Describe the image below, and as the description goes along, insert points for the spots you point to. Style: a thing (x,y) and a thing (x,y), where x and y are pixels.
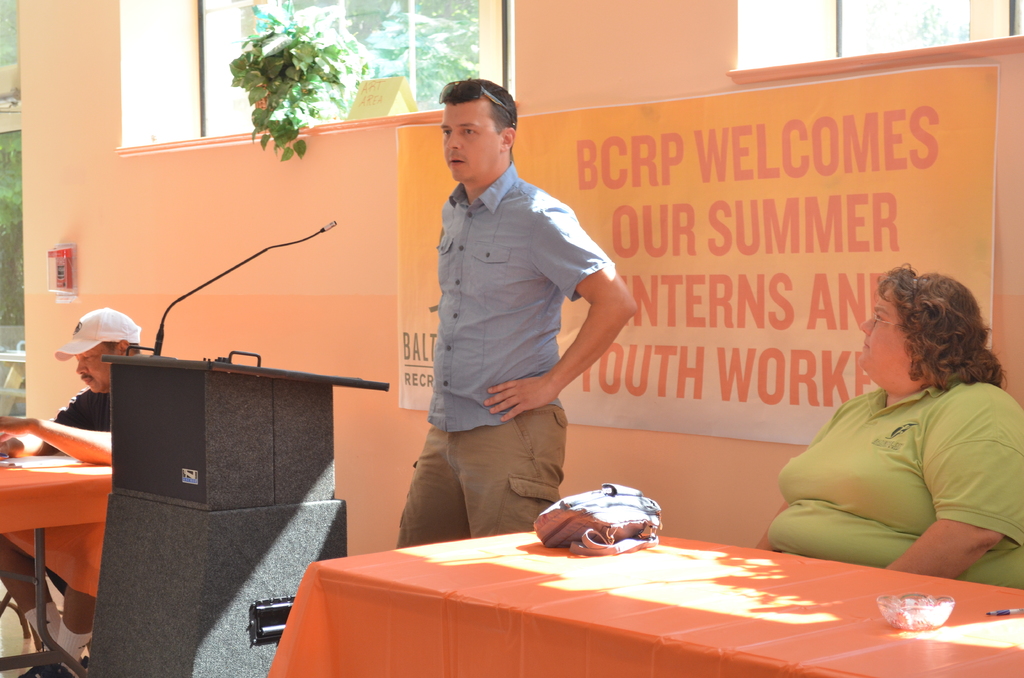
In this image I see 3 persons (470,308), in which 2 of them are men (126,324) and another is a woman (1016,544). I can also see 2 of them are sitting and this man (410,531) is standing in front of a podium (381,382). In the background (191,297) I see the wall (390,412), banner (928,197) and a plant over here.
